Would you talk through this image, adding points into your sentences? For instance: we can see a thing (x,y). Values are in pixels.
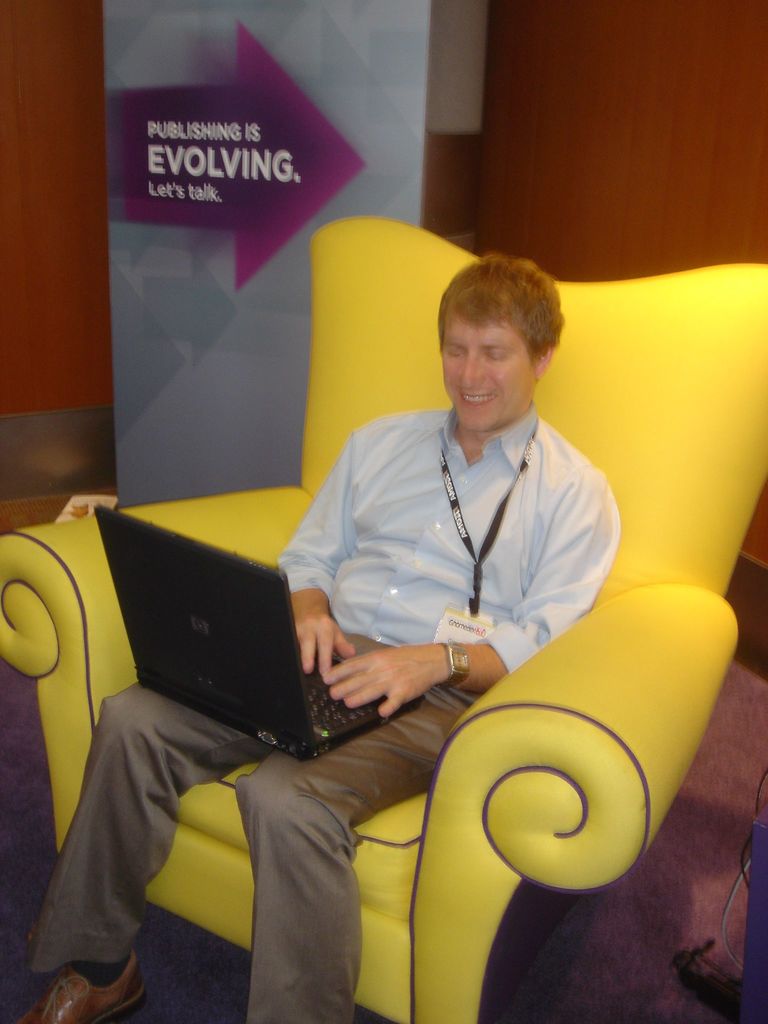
This person (353,558) sitting on the chair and smiling and holding laptop (277,672) and wear tag (461,524). On the background (551,156) we can see banner (197,109), wall (670,79).
